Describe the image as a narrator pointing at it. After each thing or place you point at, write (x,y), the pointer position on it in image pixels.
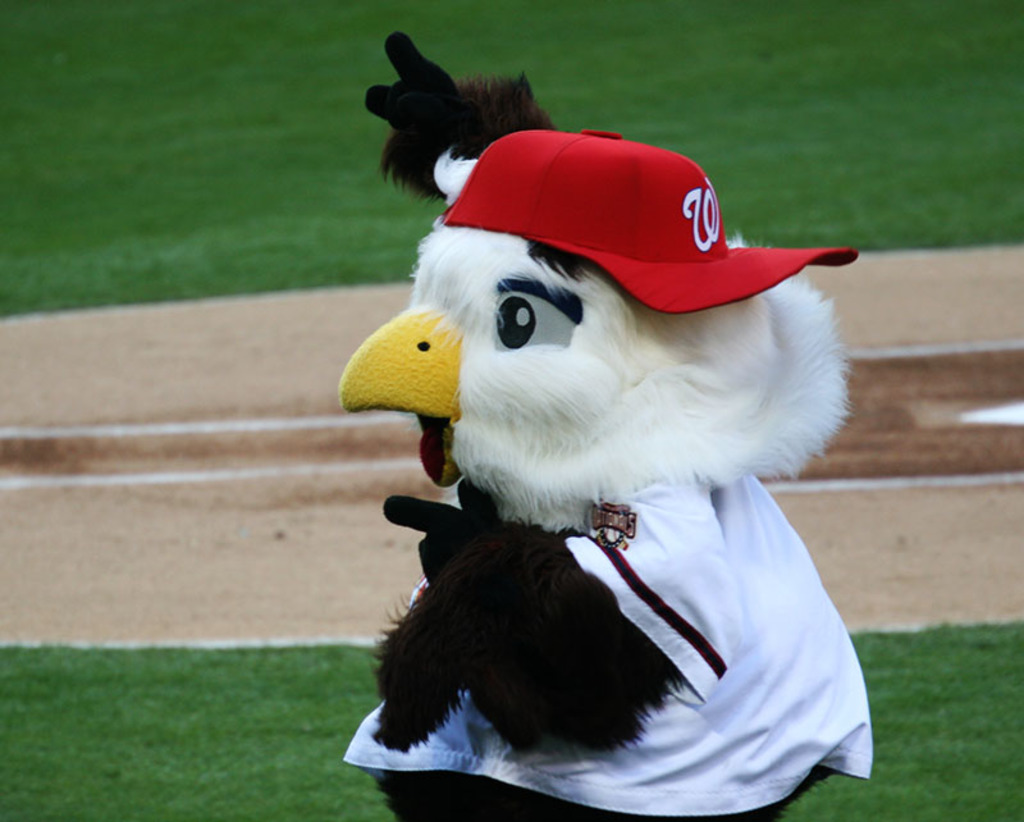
In this image I can see a toy (511,504) which is dressed with a white color t-shirt (720,607) and red color cap (603,210). It seems to be a playing ground (14,229). At the top (128,171) and bottom of the image (195,754) I can see the grass (69,783).
